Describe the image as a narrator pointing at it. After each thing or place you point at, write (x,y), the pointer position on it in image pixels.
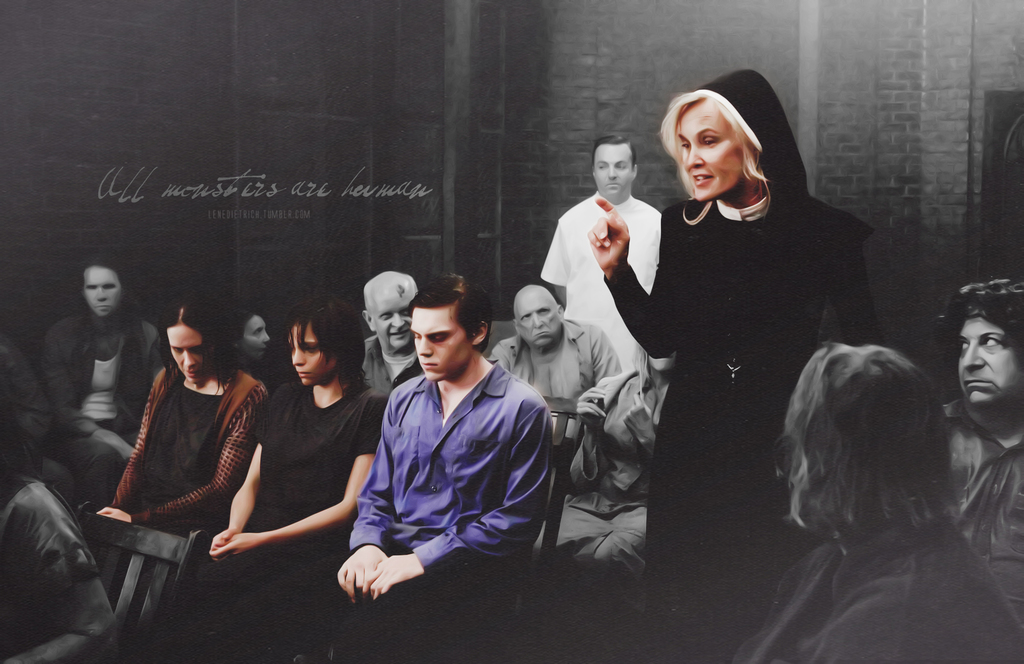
In this image I can see a woman (780,191) standing, other people (11,625) are sitting. A person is standing at the back (602,286), wearing a white shirt (598,306). There is a wall (584,121) at the back (954,21).
